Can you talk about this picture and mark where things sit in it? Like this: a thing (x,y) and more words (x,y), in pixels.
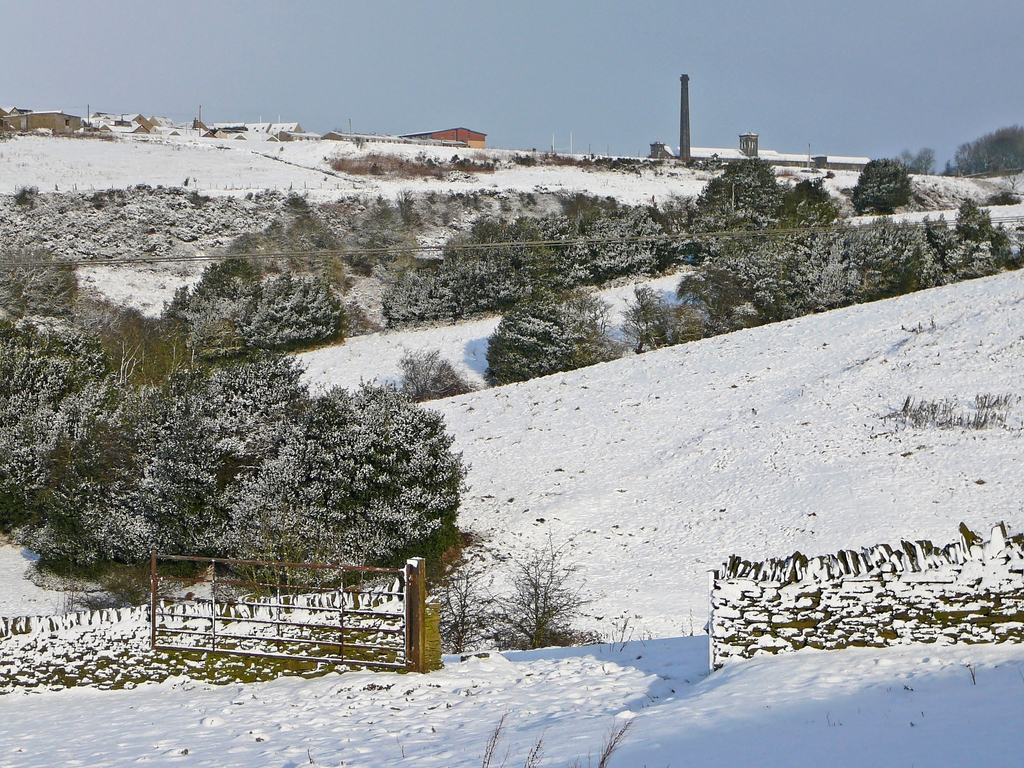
In this image we can see gate (285,635). Also there are walls (184,634). On the ground (669,474) there is snow (578,180). Also there are trees (93,354). On the trees (553,251) there is snow (442,274). In the background (680,113) we can see buildings (690,150). Also there is sky (692,132).
